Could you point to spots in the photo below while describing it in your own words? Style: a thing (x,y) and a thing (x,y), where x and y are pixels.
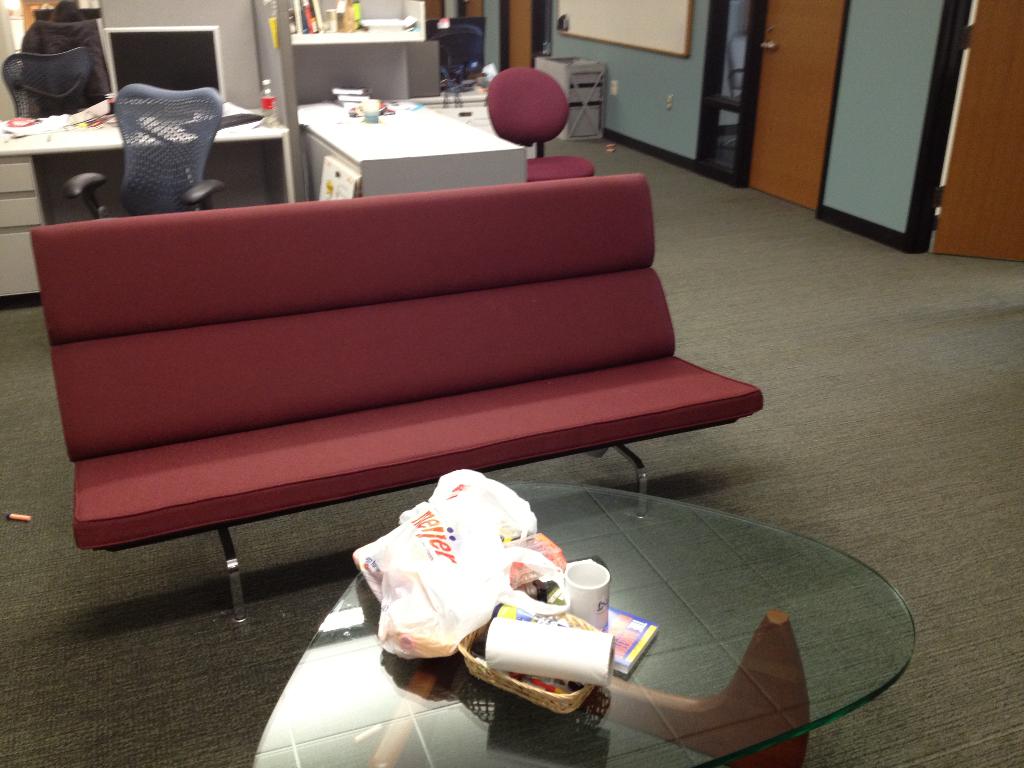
This is a glass table (563,542) where a plastic cover (473,578), a basket (523,673) and a cup (578,566) are kept on it. This is a sofa (646,383). Here we can see a wooden table (81,151) where an electronic device (125,79) is kept on it. This is a door (782,49).
